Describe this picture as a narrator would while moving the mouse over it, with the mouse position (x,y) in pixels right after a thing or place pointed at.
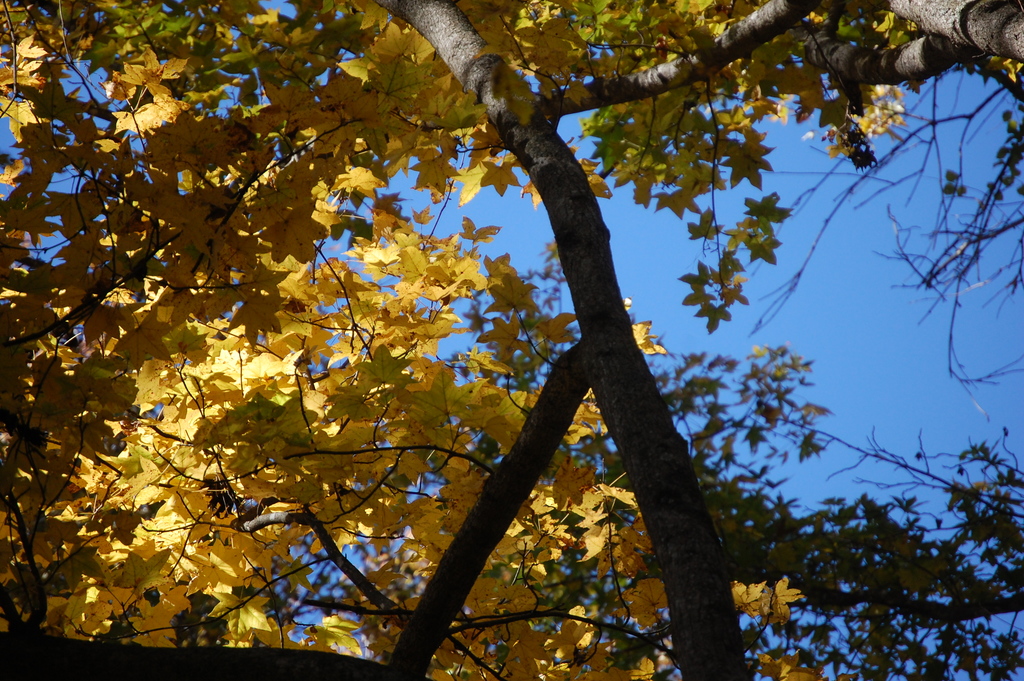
In this image we can see tree (360,469) and sky (753,291).
